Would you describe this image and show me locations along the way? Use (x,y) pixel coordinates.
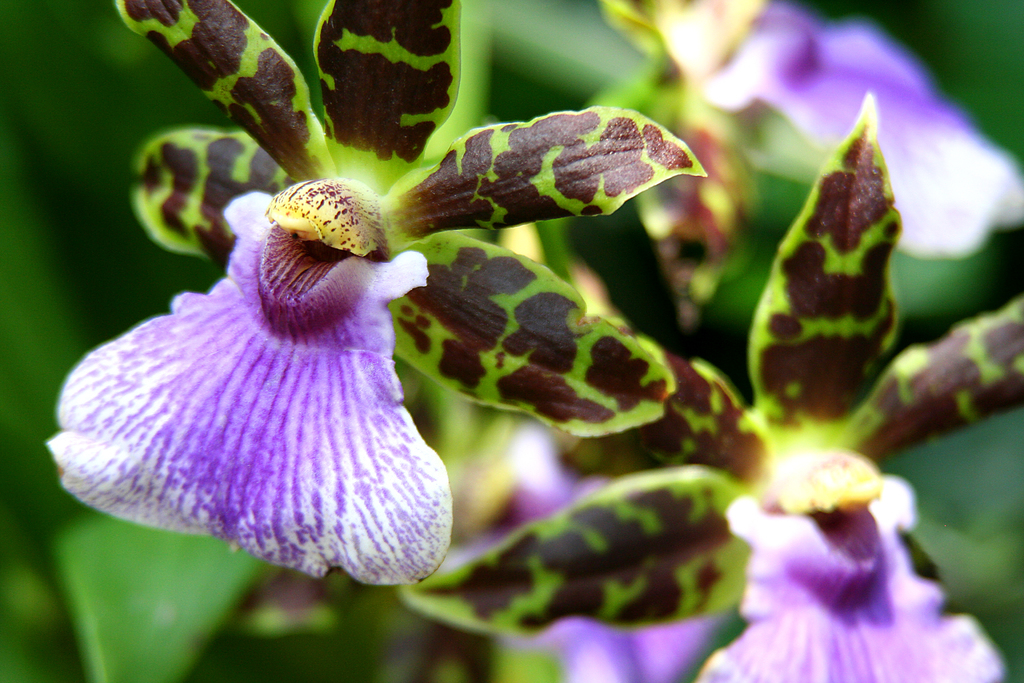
In this image I can see a flower (231,416) which is white and purple in color with petals (398,139) which is green and brown in color. I can see few flowers (712,220) and few plants (993,564) in the blurry background.
